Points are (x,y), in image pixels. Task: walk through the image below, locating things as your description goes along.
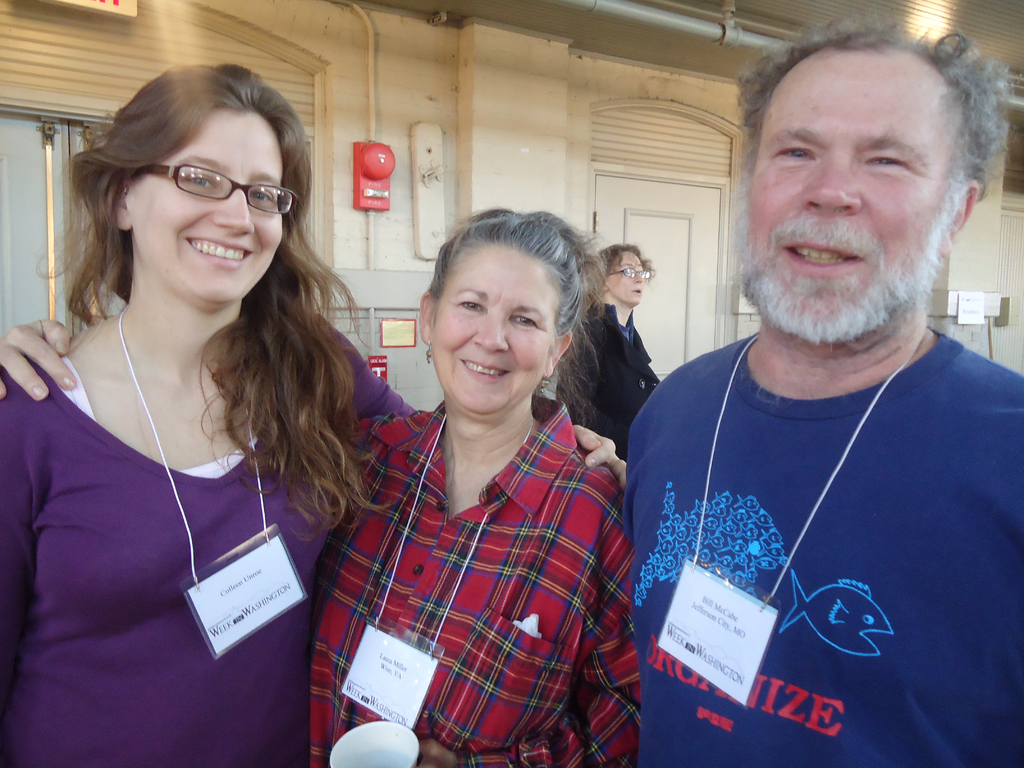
In this image, I can see three persons (479,463) standing and smiling. Behind the persons (617,495), I can see another person (623,392) standing. In the background (396,251), there is a wall (385,217) with the objects (395,159). At the top of the image (708,26), I can see a pipe (665,13).
